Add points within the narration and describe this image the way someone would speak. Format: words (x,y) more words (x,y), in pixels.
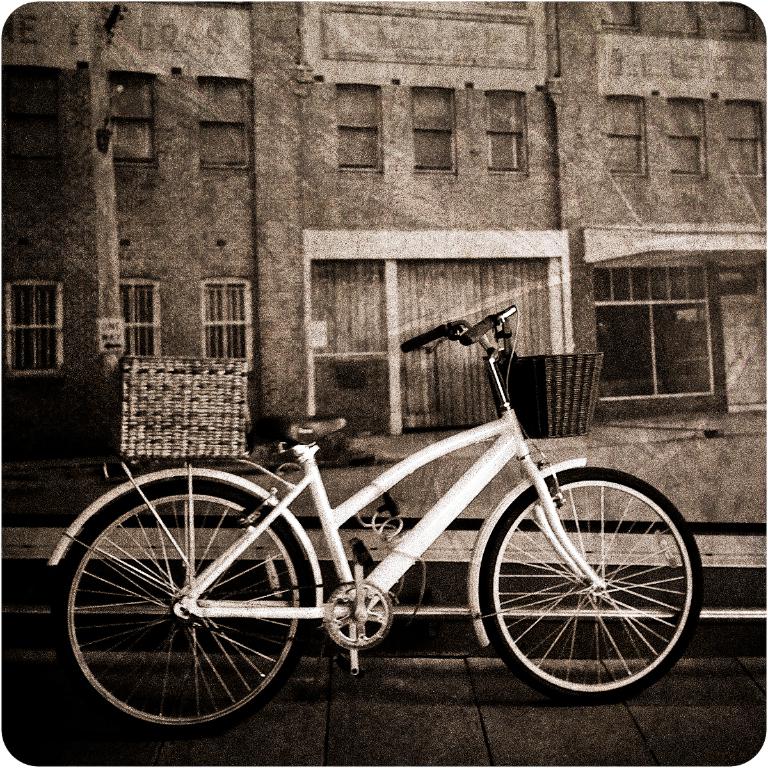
In this image I can see a bicycle (570,425) at the front (580,408) which has basket (578,397) at front and back. There is a building (299,385) at the back (228,331) which has windows (146,95).
